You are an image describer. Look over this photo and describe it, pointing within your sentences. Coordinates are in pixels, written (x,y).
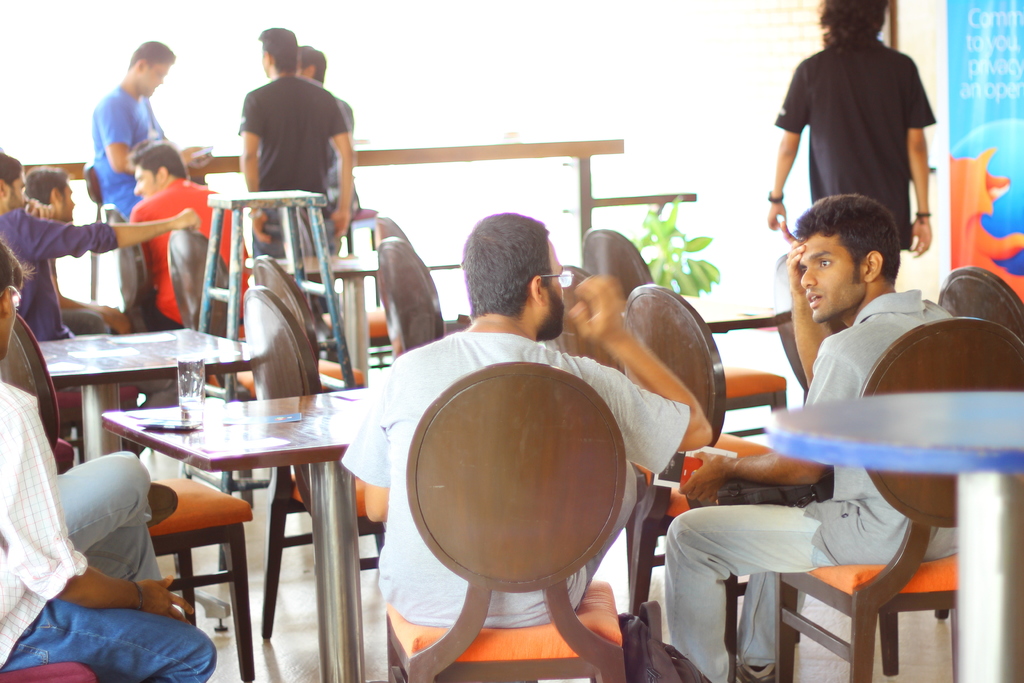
There are group of people (140,624) sitting and standing.
